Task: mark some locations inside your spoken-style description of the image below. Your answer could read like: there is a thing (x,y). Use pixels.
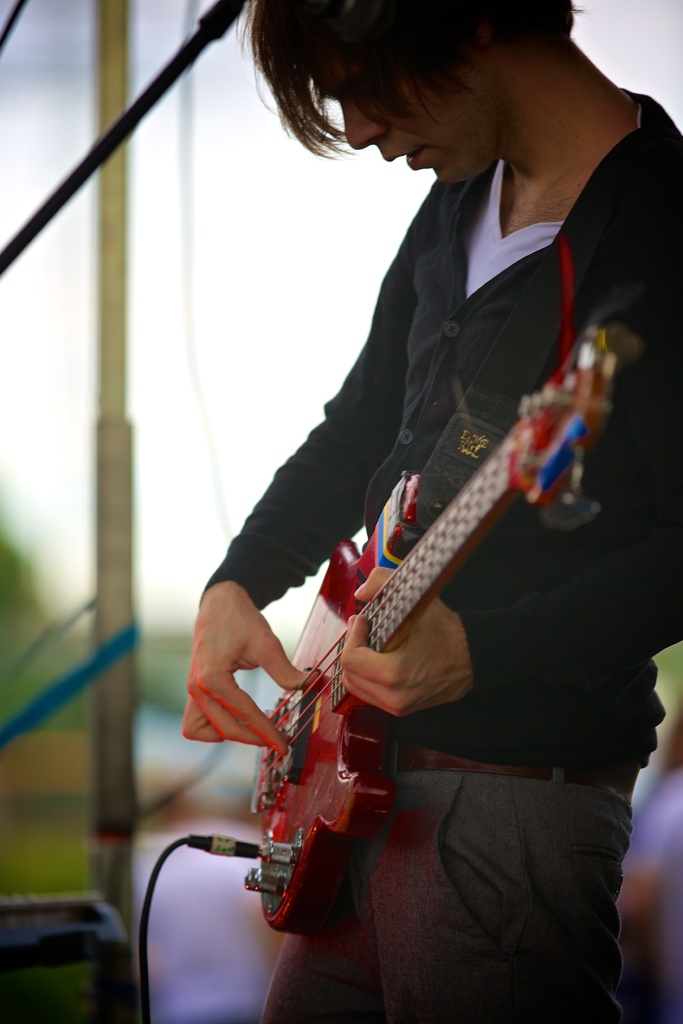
In this picture there is a man (504,552) wearing a black jacket (539,606) is playing a guitar (382,794). There is a rod (141,97), pole (118,548) and a wire (151,898).
